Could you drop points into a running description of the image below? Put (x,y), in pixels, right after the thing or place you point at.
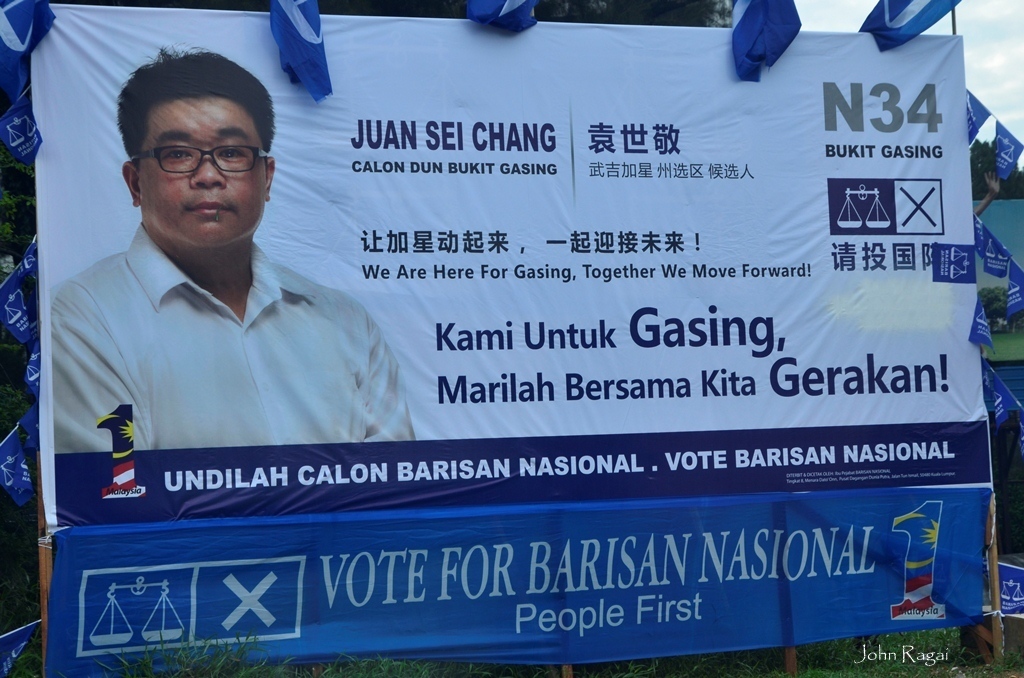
In this image we can see a banner (426,507) tied to the wooden poles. In that we can see the picture of a person (339,426) and some text (686,463) on it. On the backside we can see some flags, trees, grass (868,644) and the sky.
